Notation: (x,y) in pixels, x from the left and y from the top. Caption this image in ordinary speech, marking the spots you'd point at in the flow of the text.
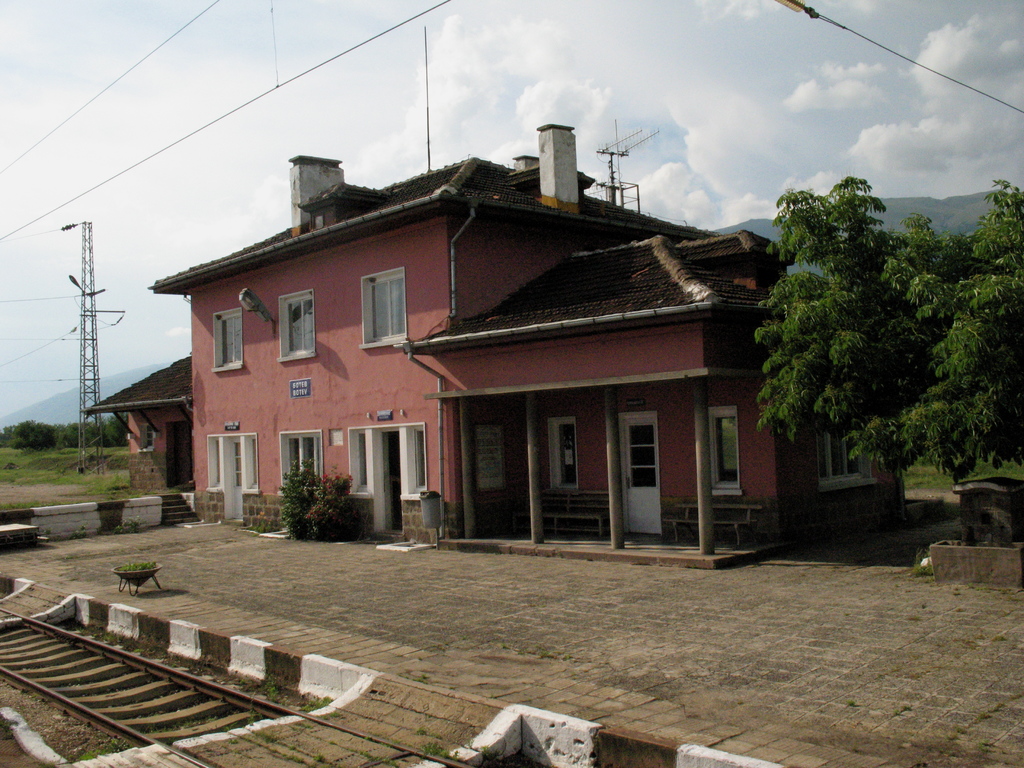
In this image we can see a building (422,465) in the image. There is a railway track (166,684), an antenna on the building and few plants (323,516) in the image. There are many trees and hills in the image.
